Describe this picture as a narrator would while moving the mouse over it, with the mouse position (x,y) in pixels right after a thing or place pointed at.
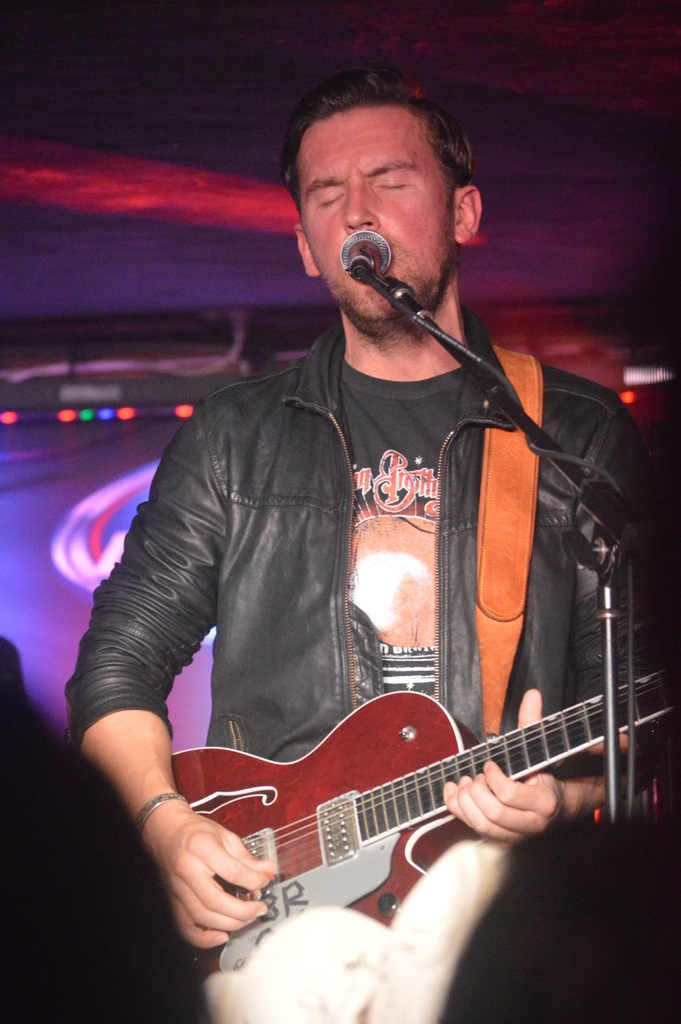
In this image there is a man (377,557) who is holding a guitar (349,789) and singing in front of the mic (379,273) wearing a black colour jacket (221,573). In the background (58,547) there are some lights (104,498).
